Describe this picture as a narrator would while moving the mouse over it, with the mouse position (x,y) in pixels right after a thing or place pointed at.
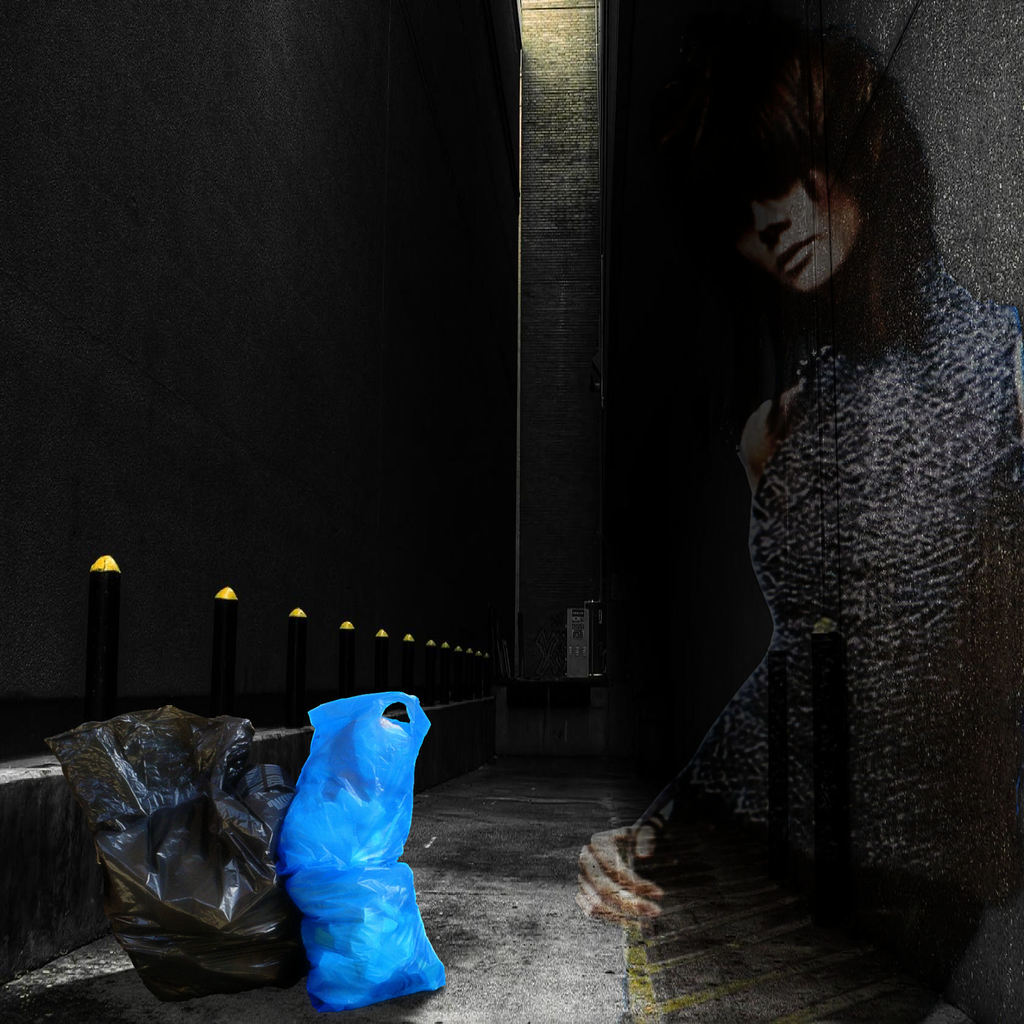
In this image we can see two packets (268,832) on the ground (505,806). Near to that there is a wall (64,846) with light poles (103,597). On the right side (839,690) we can see a woman (872,452). In the back (585,365) there is a pillar (561,355).
